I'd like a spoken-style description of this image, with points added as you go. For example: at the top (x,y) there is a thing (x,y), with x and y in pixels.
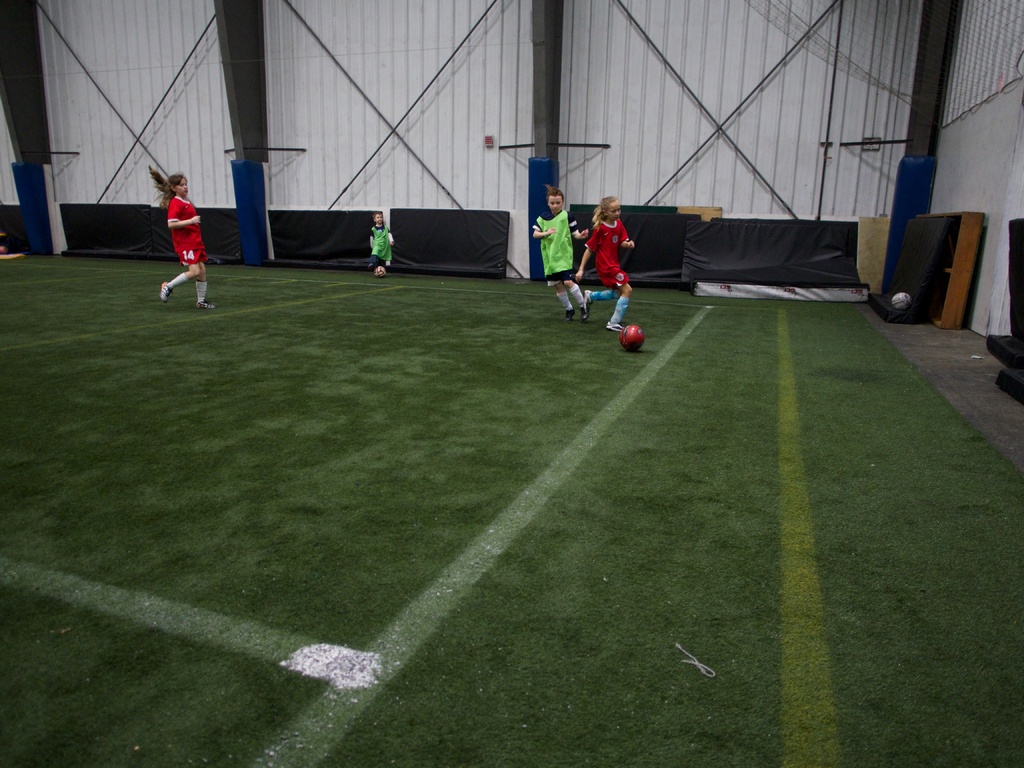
In this image we can see four girls (177,251) are playing football. Two are wearing red color dress (610,244) and two are wearing green color dress (553,224). The ground (366,536) is green color. Behind the girls (612,259) white color sheet wall (655,113) is there and black color sitting area (911,278) is present.
